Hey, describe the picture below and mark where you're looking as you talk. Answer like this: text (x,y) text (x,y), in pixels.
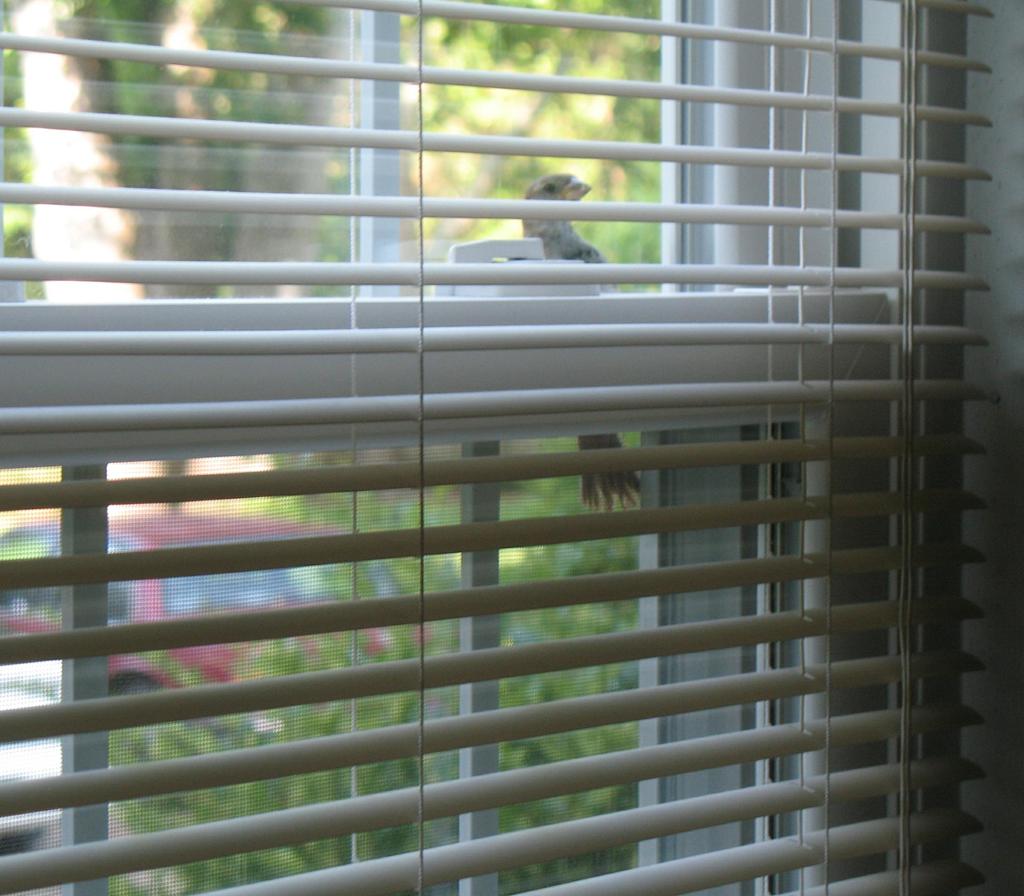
In the image there is a glass window (471,320) with window curtains (484,339). Behind the window (716,369) there is a bird (554,224). In the background (481,25) there are trees (457,21) and also there is a car (158,593).
